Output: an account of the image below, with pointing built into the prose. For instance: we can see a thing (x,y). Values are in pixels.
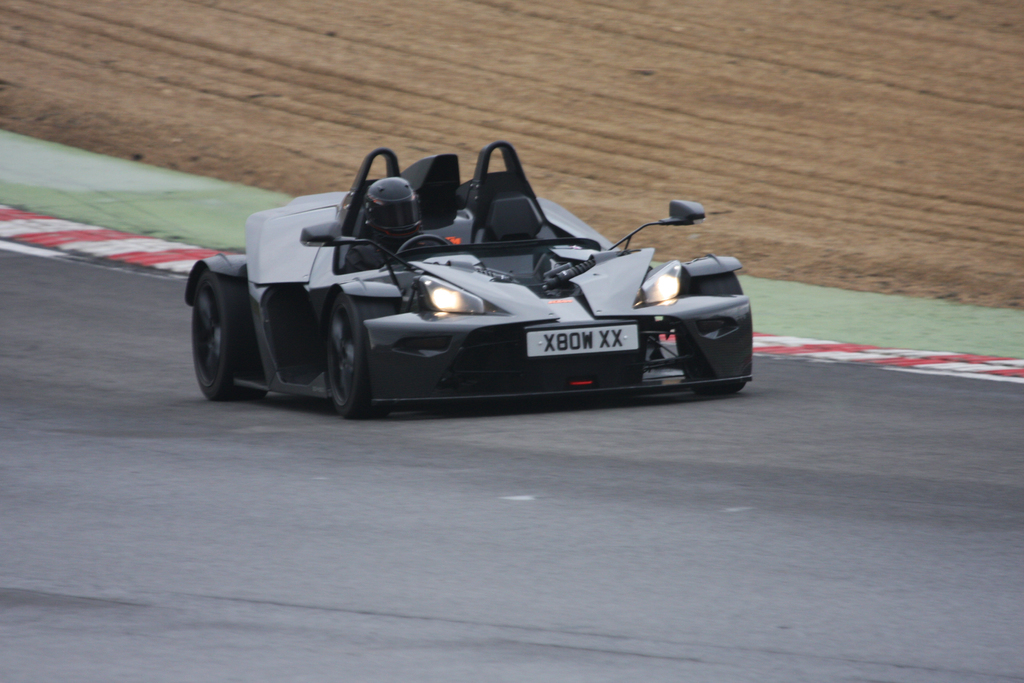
In this image I can see a race car (520,319) on the road (760,466), beside that there is a mud road (963,173).
